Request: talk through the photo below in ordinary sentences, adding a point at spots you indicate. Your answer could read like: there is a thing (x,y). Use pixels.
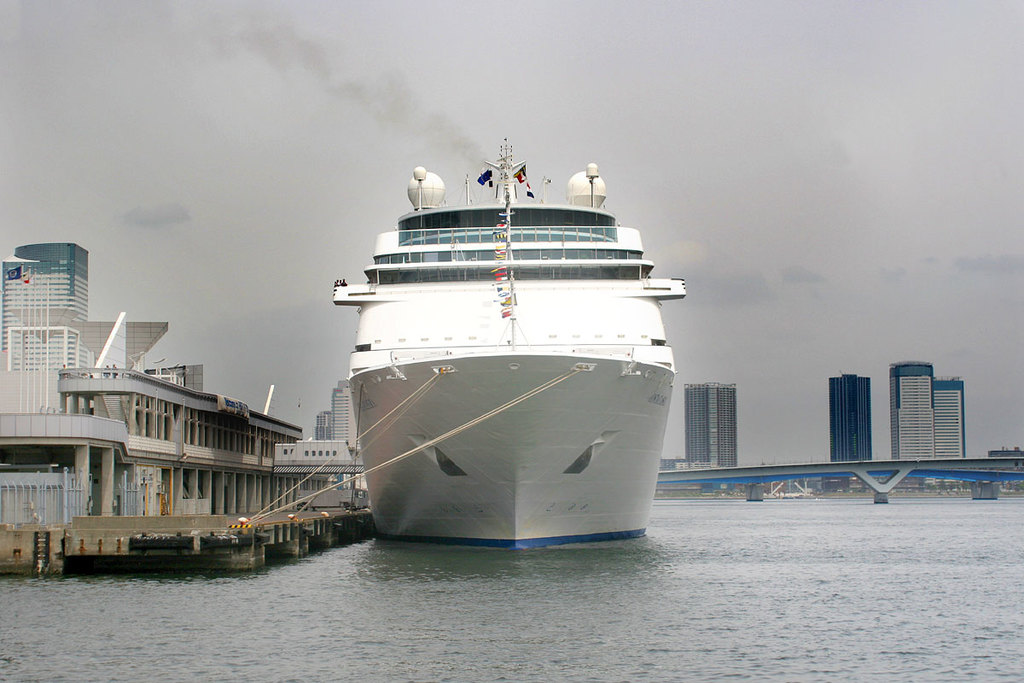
In this image there is a ship (381,410) floating on the water (396,577) beside that there is a bridge (682,470) and so many buildings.
